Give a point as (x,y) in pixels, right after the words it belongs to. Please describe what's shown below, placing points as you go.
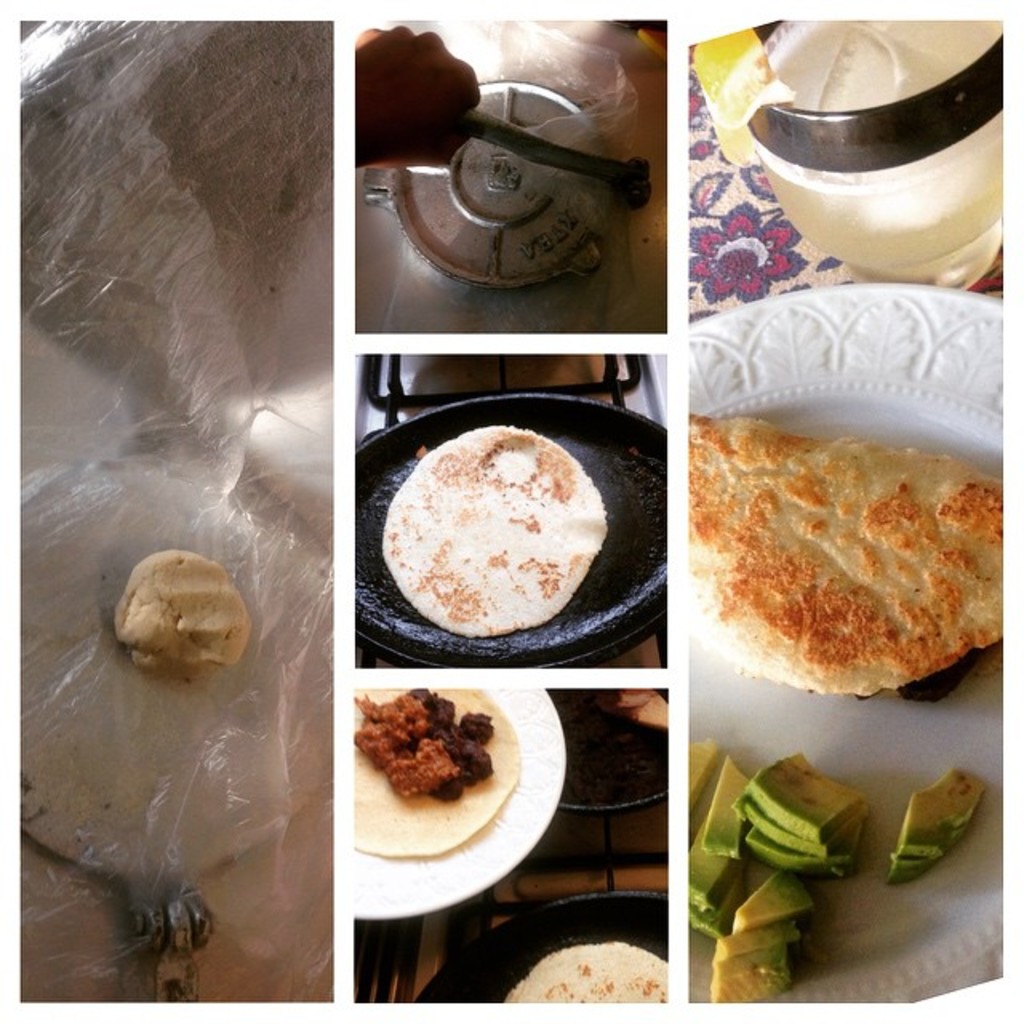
It is a collage image. In this image there are food items (803,553) in the plates (956,300) and a pan (406,650). We can see the hand (439,101) of a person (449,138) pressing the chapati maker (536,213). There is a glass (850,201) with juice (846,252) in it.
